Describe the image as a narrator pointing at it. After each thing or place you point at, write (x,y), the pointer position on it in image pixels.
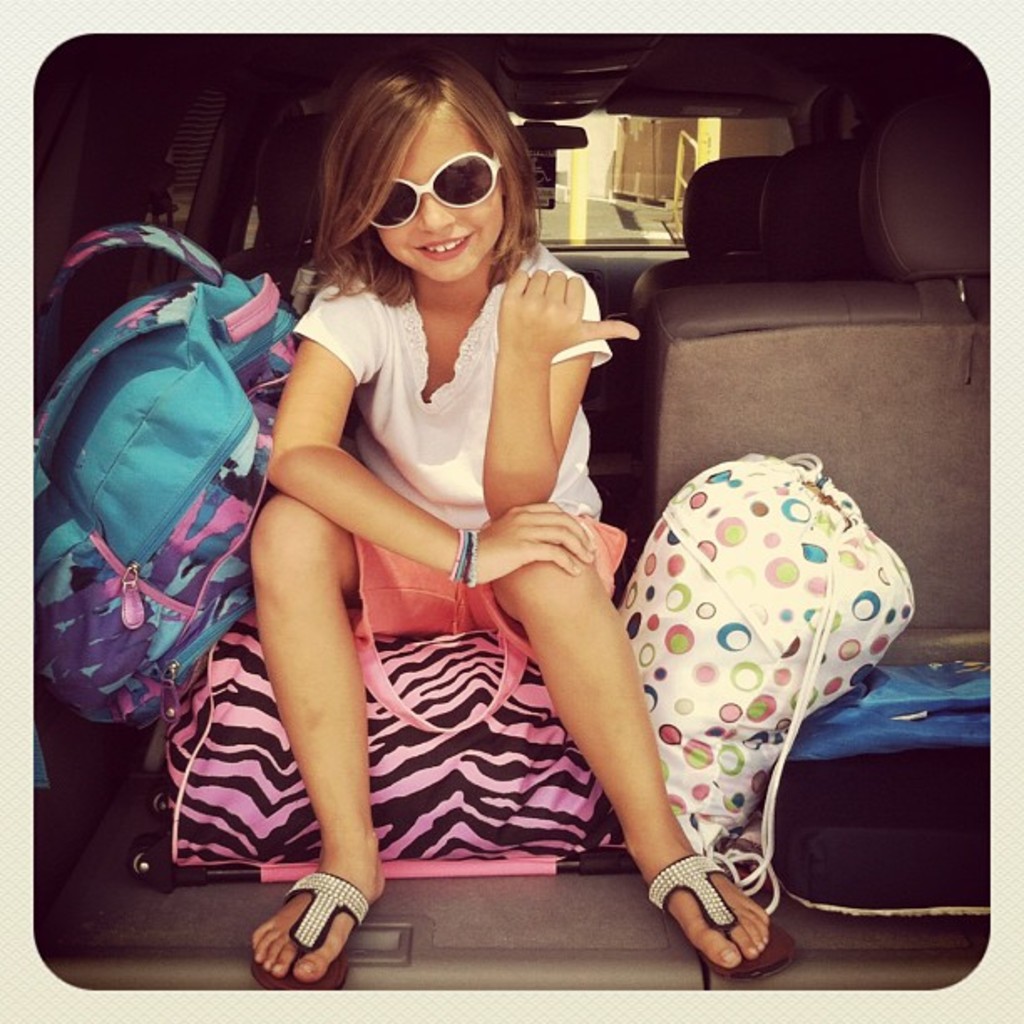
As we can see in the image there is a girl (516,321) wearing spectacles (463,194) and sitting on bag (435,728) and there is a suitcase (917,824).
